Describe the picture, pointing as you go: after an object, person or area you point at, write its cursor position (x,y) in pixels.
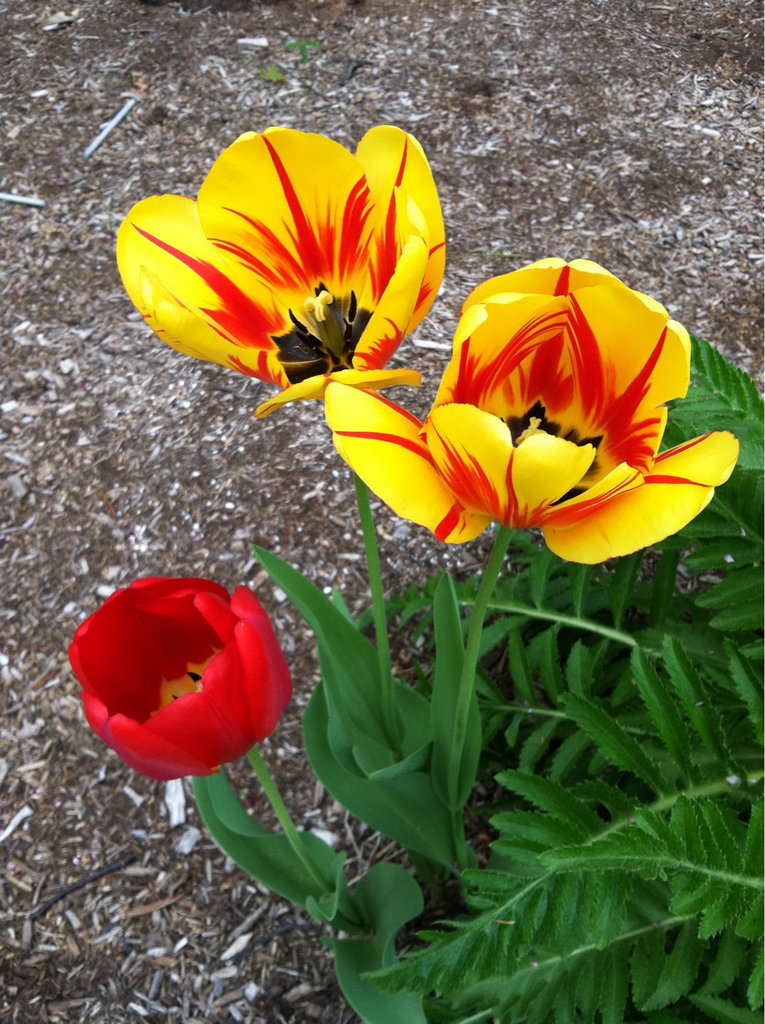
In this picture there are plants (376,584) and flowers (324,199). At the top (72,295) there is soil (454,113).
